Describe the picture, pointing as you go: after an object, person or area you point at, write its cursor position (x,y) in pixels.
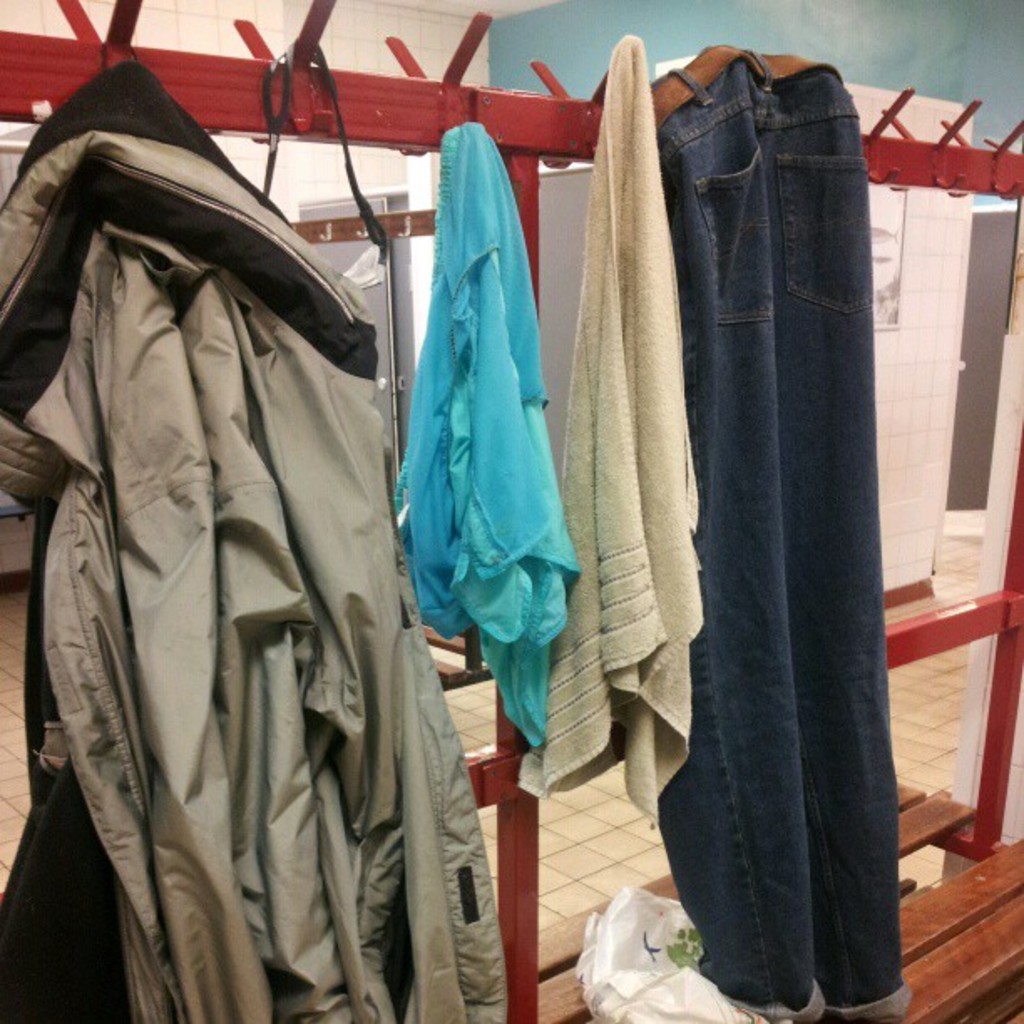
In this image we can see clothes (492,482), bench (946,989), plastic cover (652,943), floor (568,857), hanger (579,146), walls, frame (879,208), and few objects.
